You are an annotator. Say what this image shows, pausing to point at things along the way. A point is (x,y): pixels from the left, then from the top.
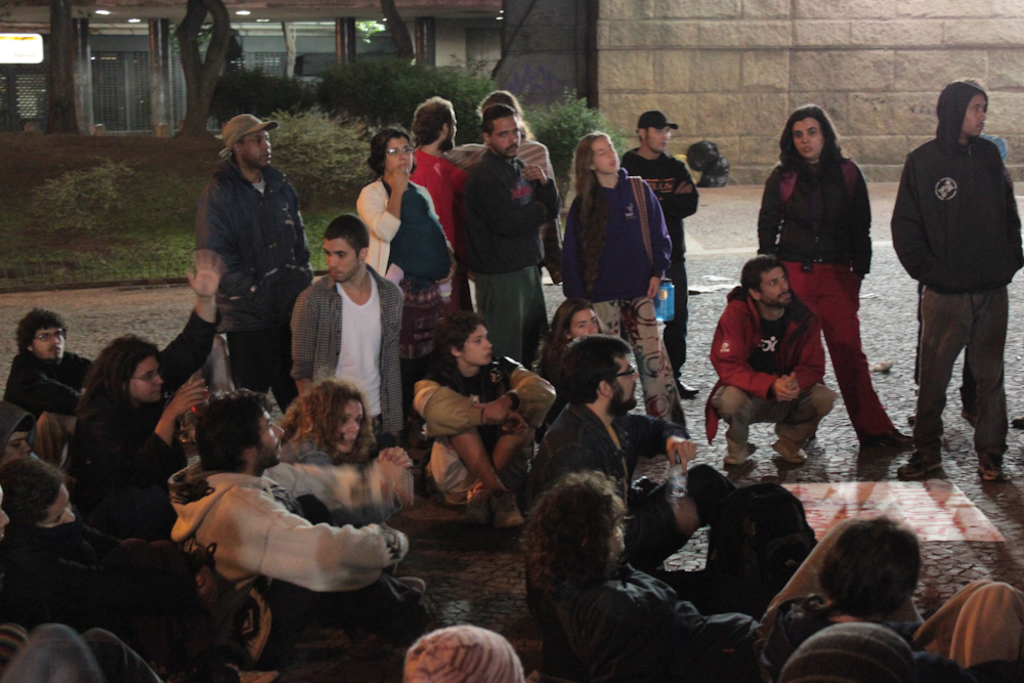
In this image there are a group of people (325,345) some of them are standing and some of them are sitting and in the background (217,115) there is a house (570,58) and some trees (379,103) and lights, at the bottom (954,553) there is a road (702,384).
